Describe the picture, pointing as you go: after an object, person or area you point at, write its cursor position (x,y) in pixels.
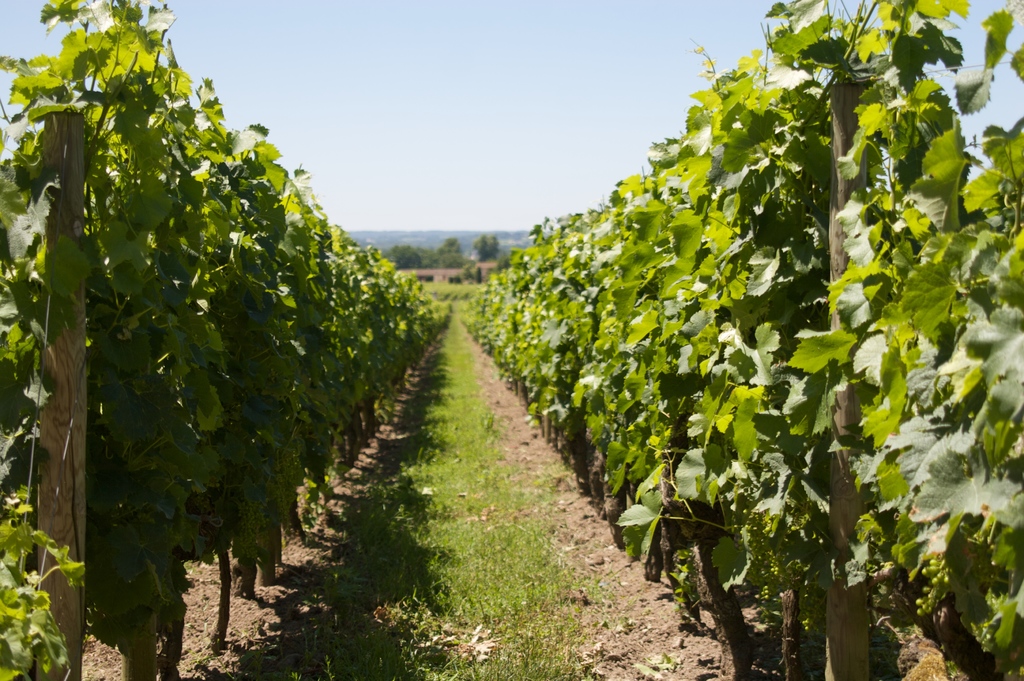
In this image there are plants (514,386), grass (468,367), trees (412,253), wooden sticks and sky (543,106).
